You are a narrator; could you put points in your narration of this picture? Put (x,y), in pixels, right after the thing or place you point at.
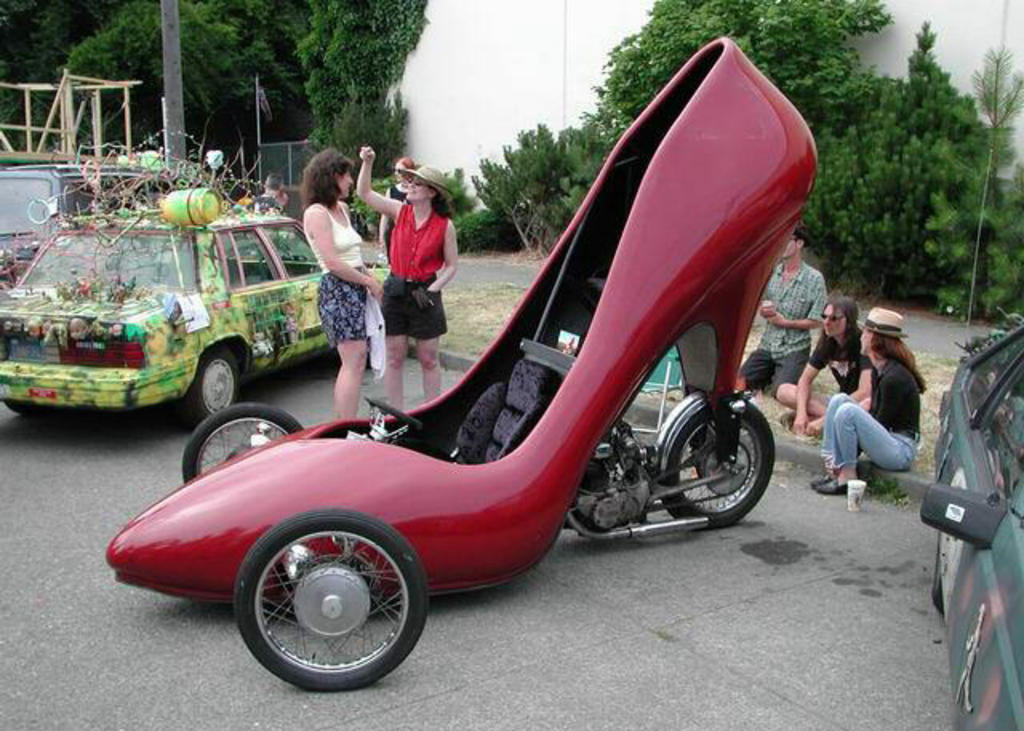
There is a shoe model vehicle (451,408) in the foreground (620,533) in red color, there are people (852,451), greenery (902,486) and vehicles (948,485) on both the sides, it seems like toys (133,296) and other items (133,283) on the car (145,310) on the left side (180,304).
